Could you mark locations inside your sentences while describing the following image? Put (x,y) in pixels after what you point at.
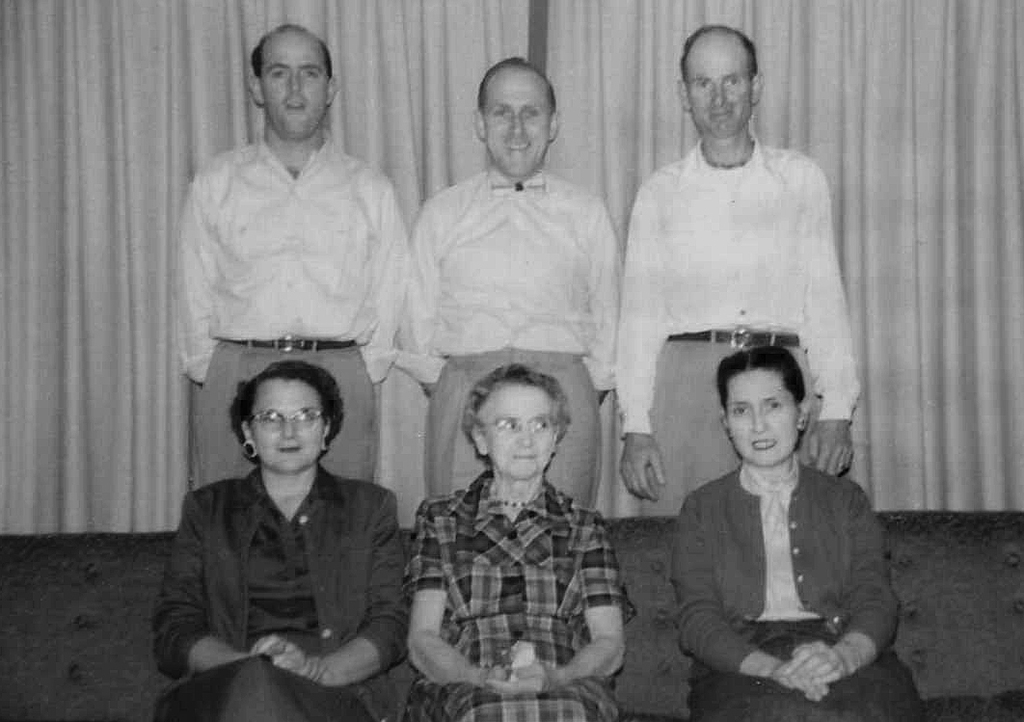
In this image I can see three women (242,554) are sitting and three men (534,110) are standing. I can also see smile on few faces (514,385) and I can see two of them are wearing specs (262,423). I can also see this image is black and white in color.
